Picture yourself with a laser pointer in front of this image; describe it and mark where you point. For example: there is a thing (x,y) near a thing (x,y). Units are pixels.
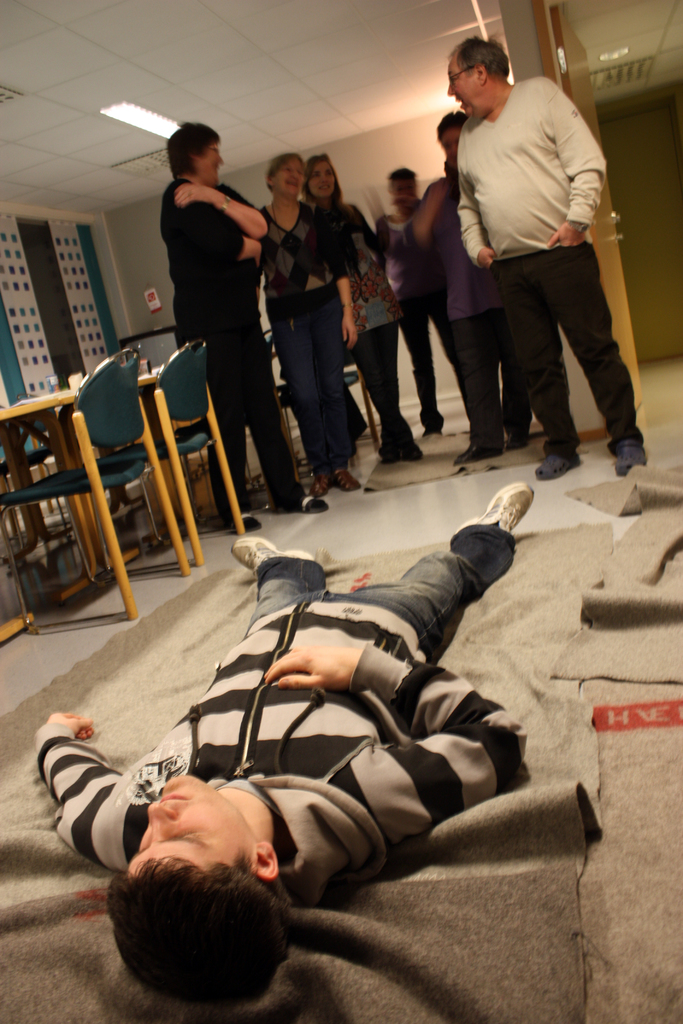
This picture describes about group of people (299,610) one person (347,760) is lying on the floor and we can see couple of chairs (142,430) and tables (46,400), and also we can find couple of lights (127,119).
